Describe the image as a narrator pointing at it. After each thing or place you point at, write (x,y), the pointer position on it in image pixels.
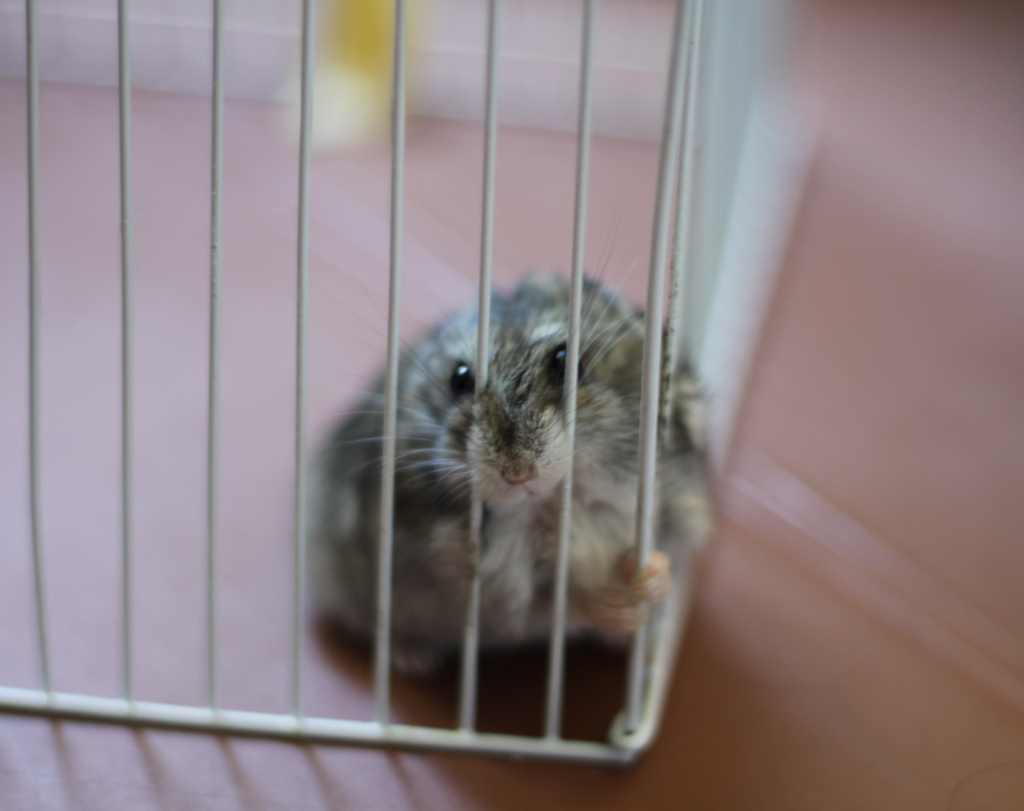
In this image, I can see a hamster (491,460). This looks like a small grill (642,735), which is white in color. I think this is a wall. I can see an object (362,82), which is yellow in color.
